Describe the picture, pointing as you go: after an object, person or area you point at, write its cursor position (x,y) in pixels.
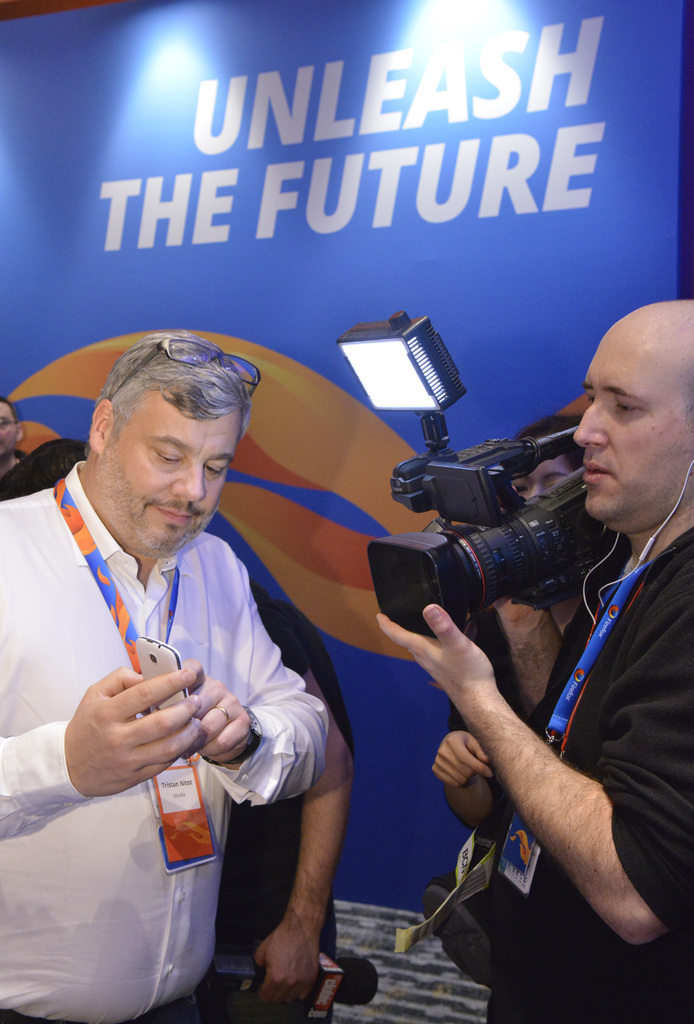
There is a group of people (239,791). They are standing. On the right side (556,884) we have a person (645,792). He's wearing a id card (591,650). He's holding a camera (483,604). On the left side (230,663) we have a another person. He's holding a mobile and his wearing a id card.
